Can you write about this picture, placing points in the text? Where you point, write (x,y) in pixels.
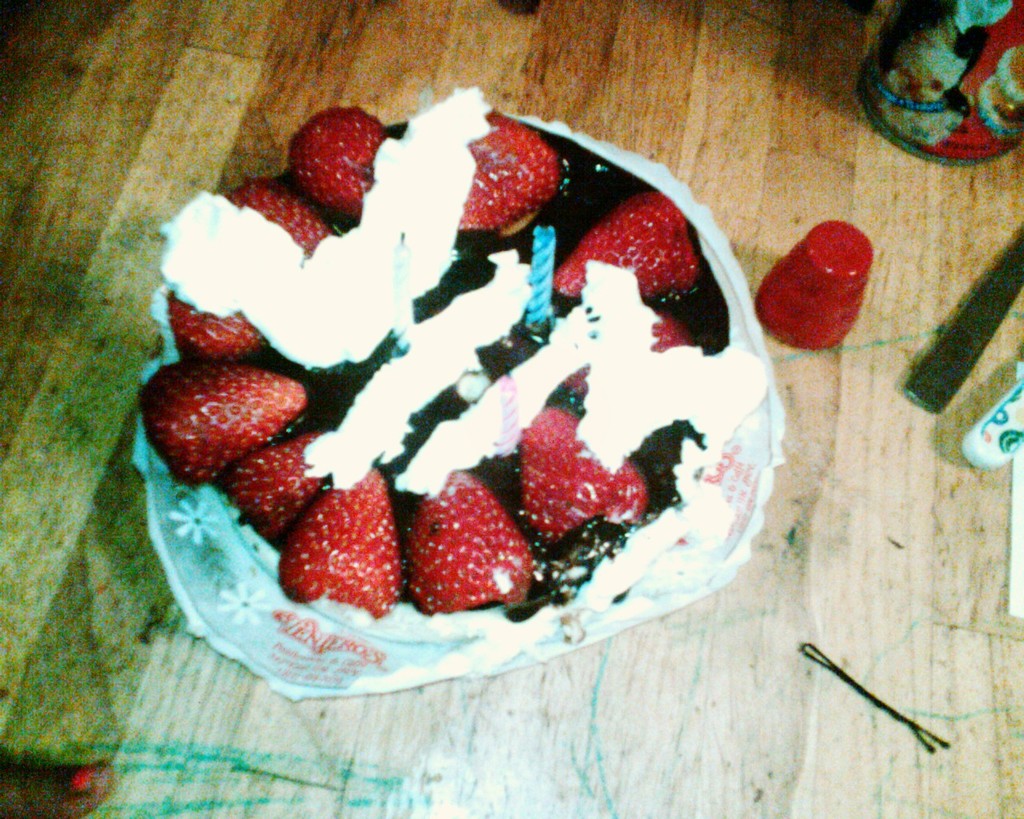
In the image there is a strawberry cake (468,447) on a table (1019,226) with a pen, knife (961,339), bottle (1003,19) beside it.
